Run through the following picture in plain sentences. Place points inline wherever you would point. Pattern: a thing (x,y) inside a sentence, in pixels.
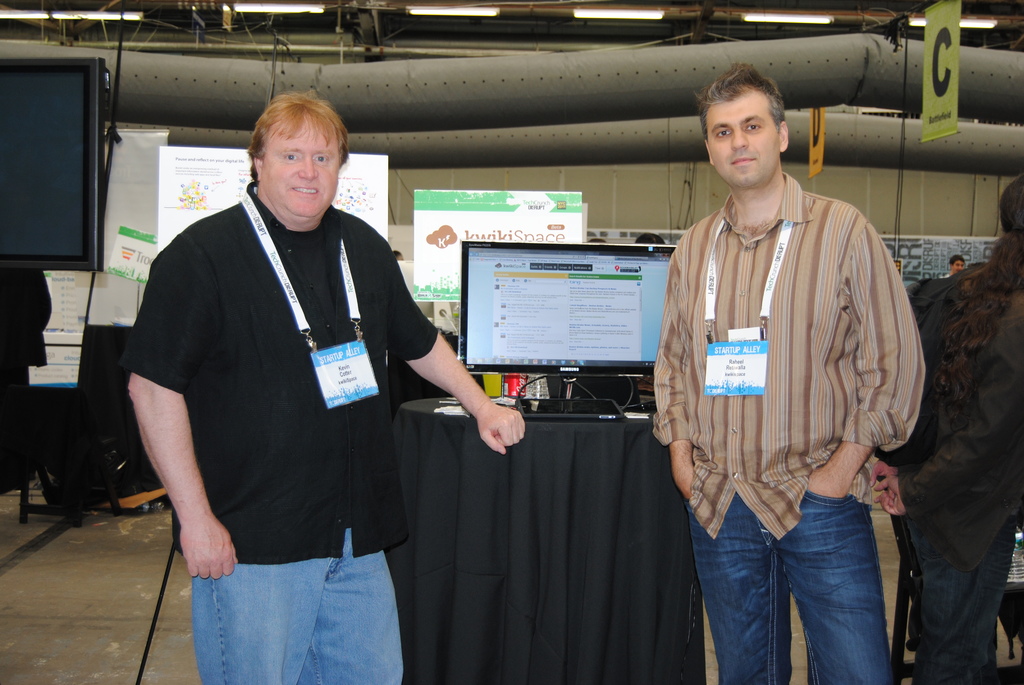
On the left side (297,419) a man (293,465) is standing, he wore black color shirt (299,438), blue color trouser (275,613). In the middle (571,250) there is a desktop (516,324). On the right side (714,327) another man (681,282) is standing, he wore shirt (777,383), trouser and an ID card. At the top (471,5) there are lights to the roof (634,45).
